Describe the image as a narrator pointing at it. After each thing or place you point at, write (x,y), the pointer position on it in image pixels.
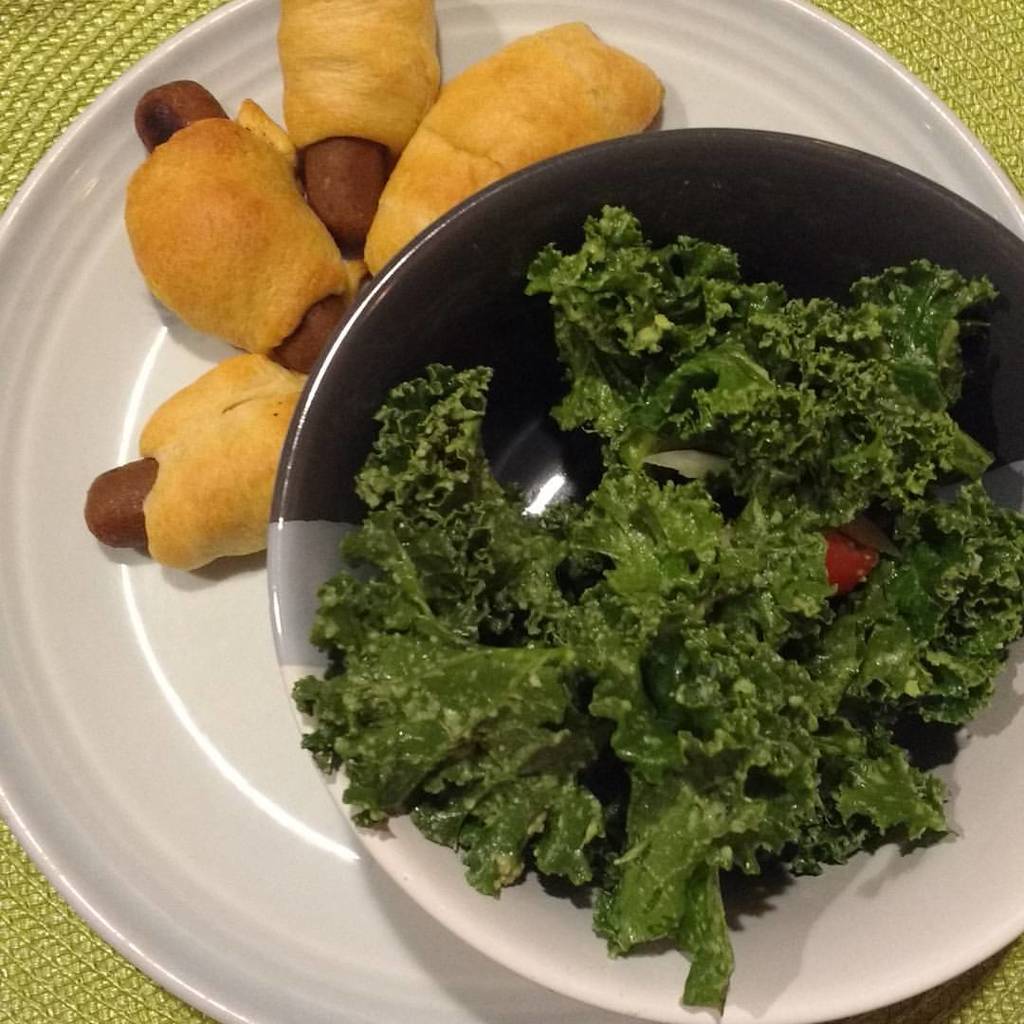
In this picture we plate (263,830), food (599,73), vegetables (431,631) and bowl (558,186) on the platform (967,78).
